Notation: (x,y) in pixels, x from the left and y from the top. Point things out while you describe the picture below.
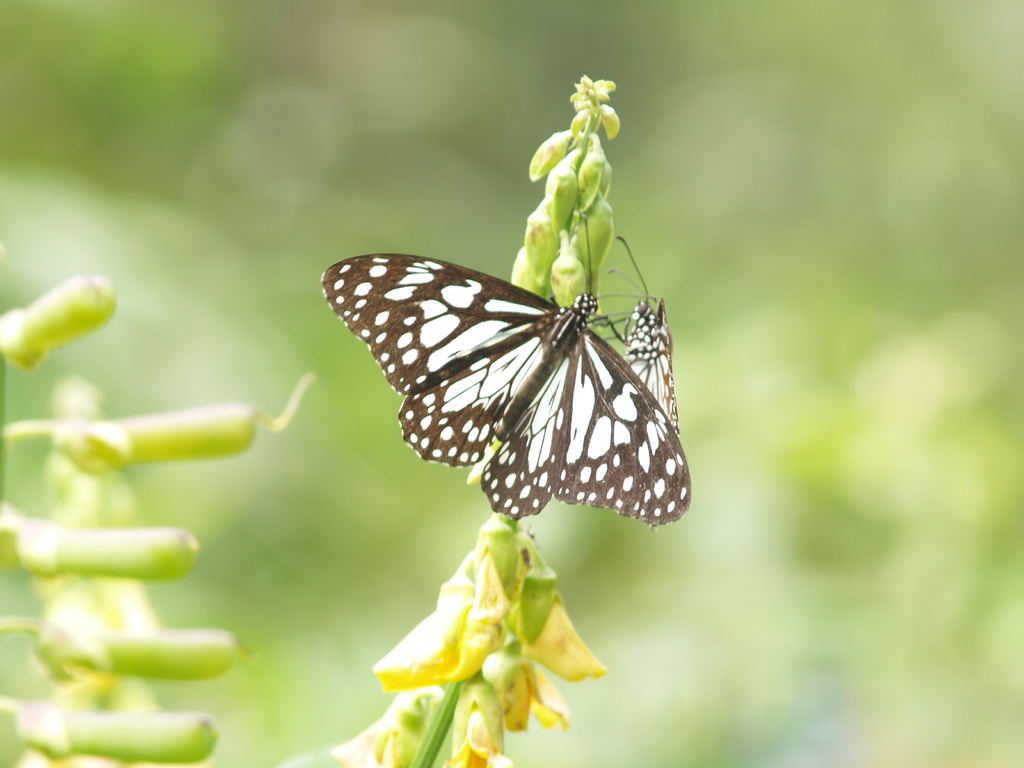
In the image in the center (491,445) we can see one plant (433,646). On the plant (489,597), we can see two butterflies (575,438), which are in black and white color.
